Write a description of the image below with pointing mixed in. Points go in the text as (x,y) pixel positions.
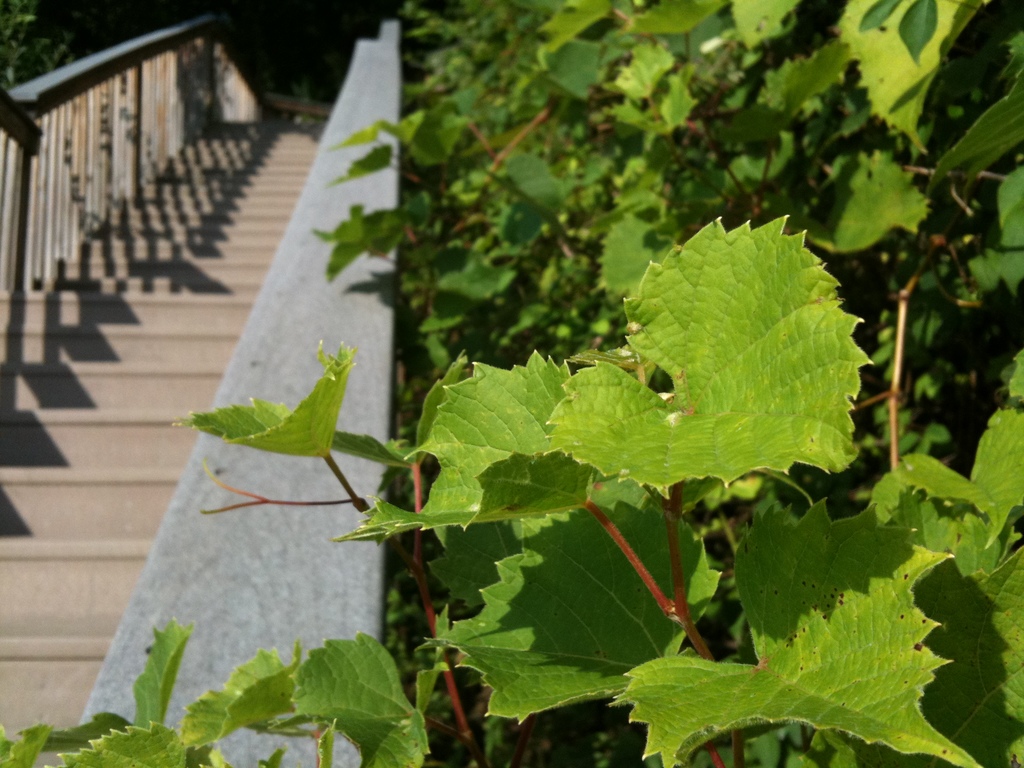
In this picture I can see number of plants (562,124) in front and on the left side of this picture (200,202), I can see the steps (201,234).
